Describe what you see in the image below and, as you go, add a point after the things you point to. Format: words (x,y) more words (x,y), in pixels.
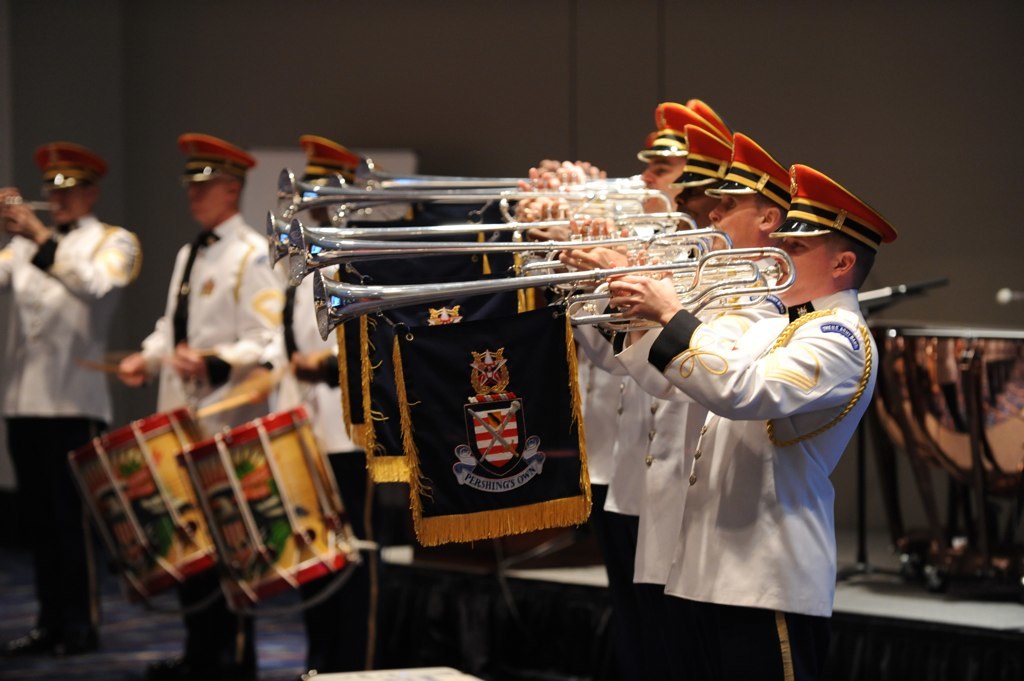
On the background (578,74) we can see a wall (327,86). Here we can see few men (134,371) standing and playing musical instruments (348,544). On the background (959,479) we can see a drum (970,354).
